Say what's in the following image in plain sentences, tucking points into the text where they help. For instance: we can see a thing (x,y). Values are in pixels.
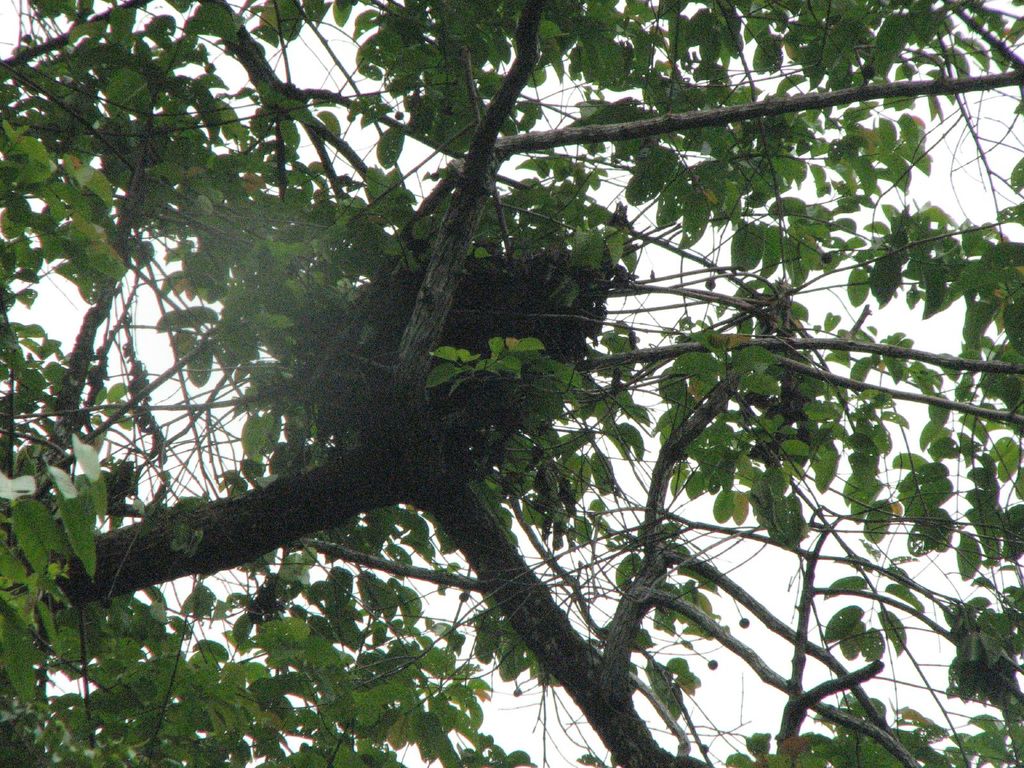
In this image I can see a tree (536,415) and on the tree (500,355) I can see a birds nest (505,308). In the background (605,348) I can see the sky (749,516).
